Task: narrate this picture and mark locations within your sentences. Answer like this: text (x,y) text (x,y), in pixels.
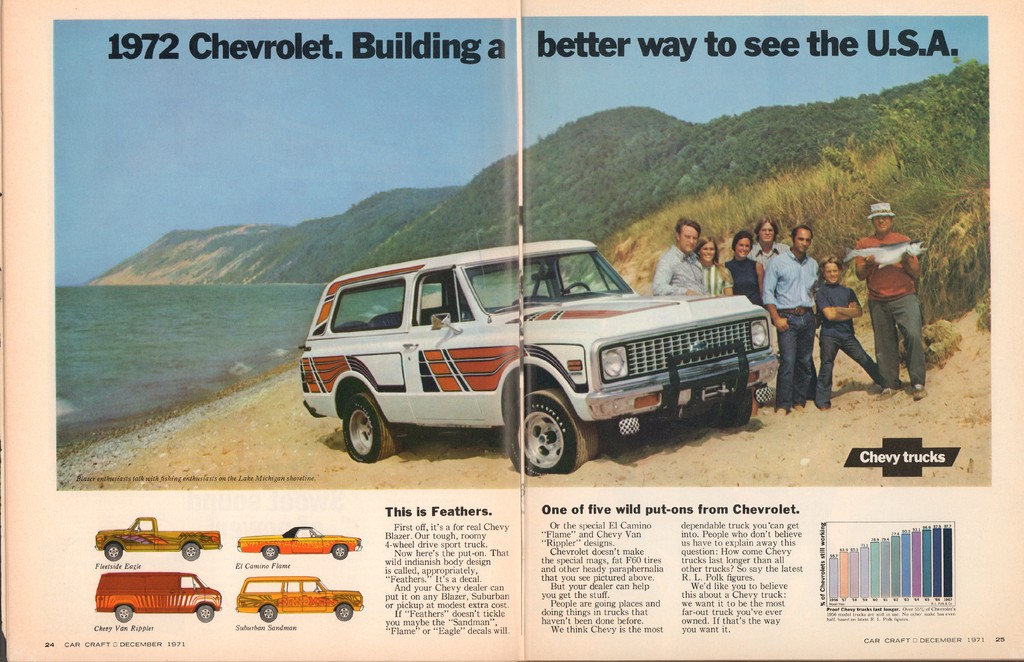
In this image we can see the page (889,383) of a book (889,383). In the page (889,383) of the book (889,383) an image (839,403) is there of a car (547,323) and people (836,281) are standing in front of it. Behind mountains (330,267) and sea (169,369) is there.
